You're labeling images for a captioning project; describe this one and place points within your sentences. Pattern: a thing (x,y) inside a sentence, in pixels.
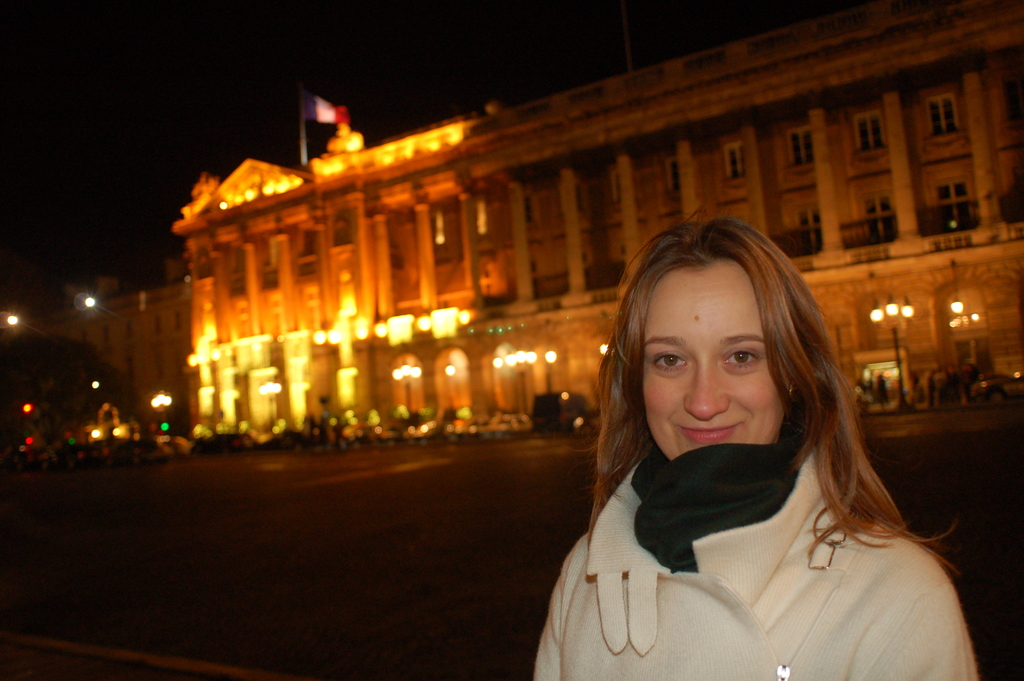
In this image there is a woman (813,463) smiling. In the background (453,324) there is a building (509,187) with lighting (353,369). There is also flag (349,115) and also tree (38,361). Road (248,581) is also visible.
